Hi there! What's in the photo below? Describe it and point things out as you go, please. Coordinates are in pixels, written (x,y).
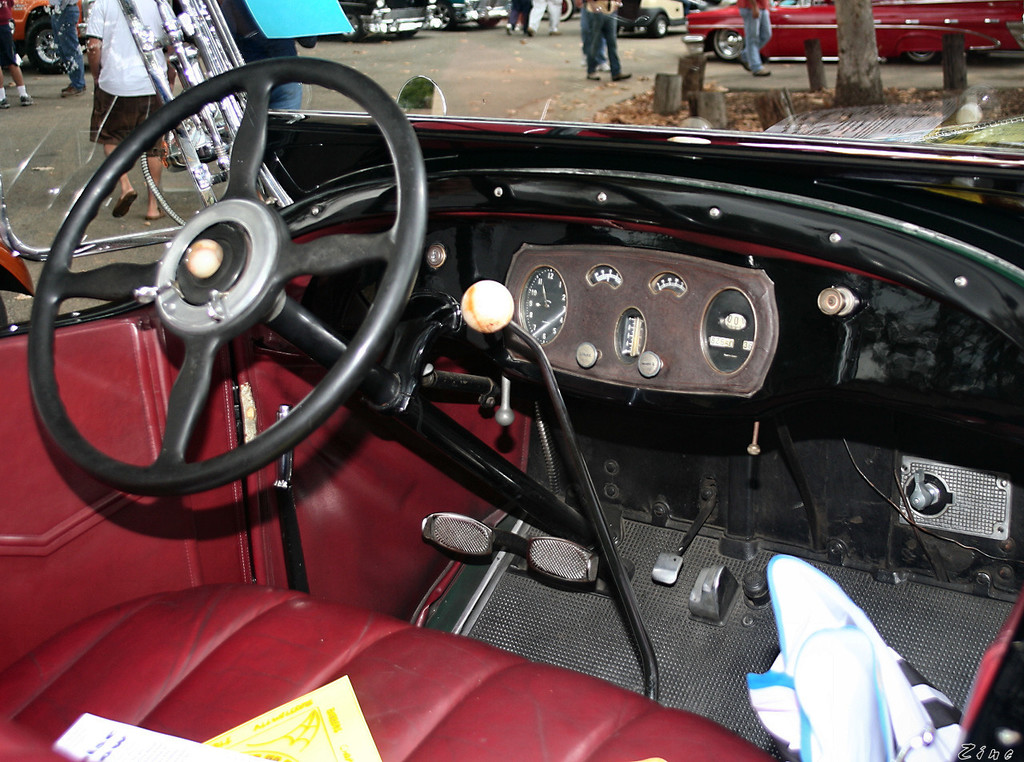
Here I can see a red color car (452,557). At the bottom of the image (318,728) I can see few papers (279,734) on the seat (350,662). On the left side (300,259) there is a steering (351,350). In the background (745,28) I can see few people (72,45) and some vehicles (464,7) on the road (508,66). On the top right side of the image (856,47) there is a tree trunk (850,78).
